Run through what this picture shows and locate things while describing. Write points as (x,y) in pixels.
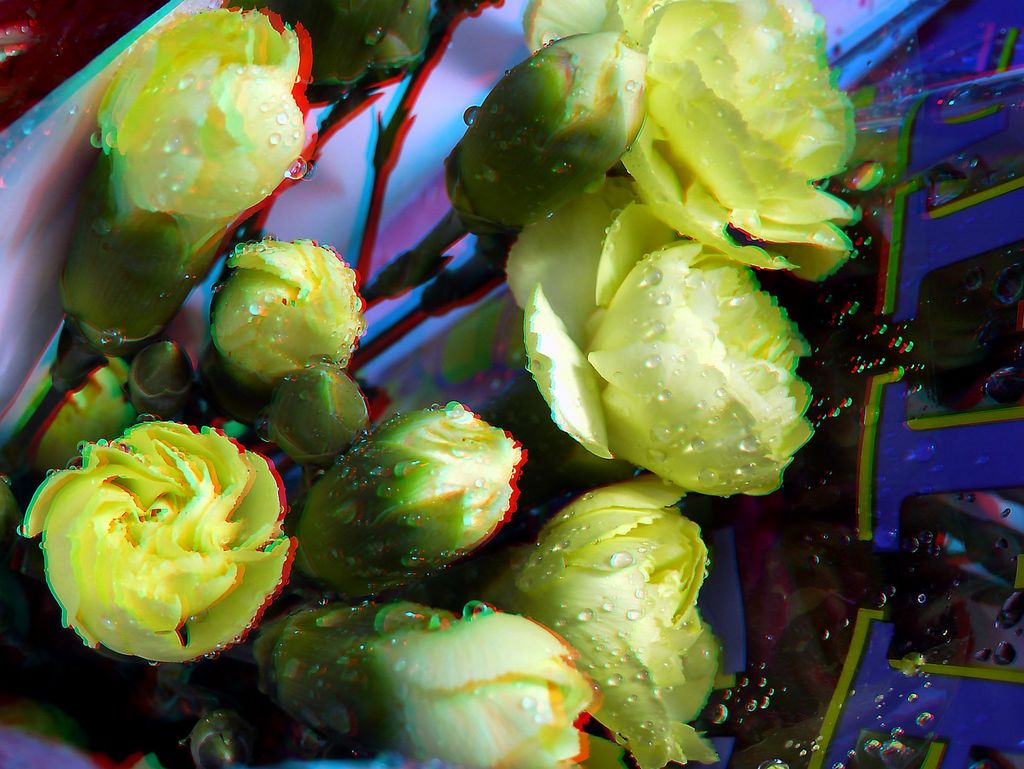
In this image I can see number of yellow colour flowers (548,233). On the right side of this image (839,383) I can see a black and blue colour thing (839,520).
